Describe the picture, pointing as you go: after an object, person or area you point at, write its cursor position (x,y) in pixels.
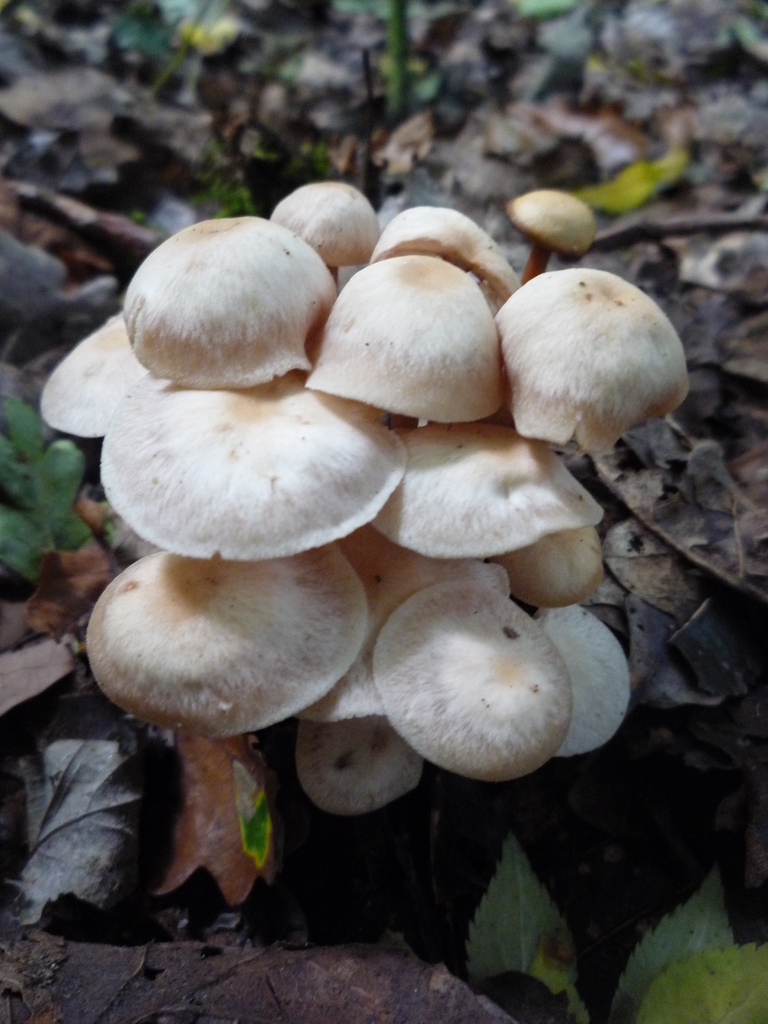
In the image there are mushrooms (394,595). On the ground (750,154) there are dry leaves (676,648).
